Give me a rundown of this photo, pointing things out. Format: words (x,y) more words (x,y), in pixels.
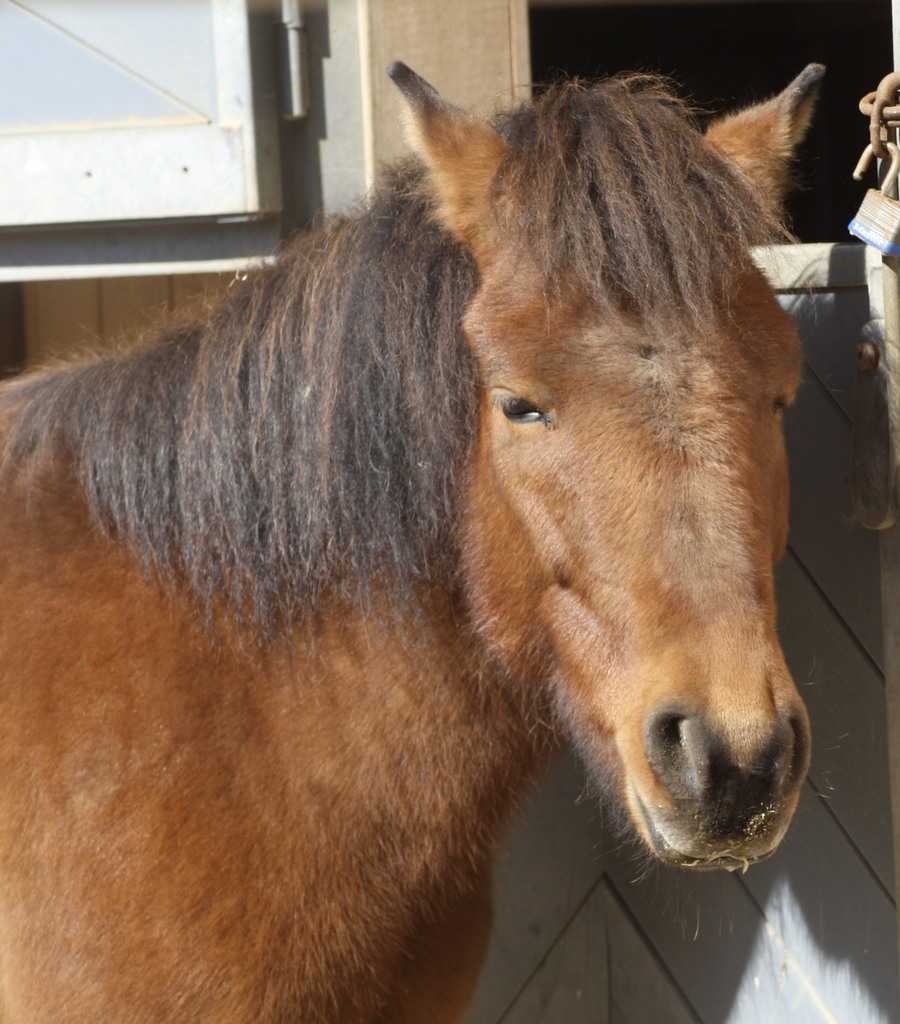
In this picture, we see a brown horse (428,545). It has the black mane (186,466). Beside that, we see a wooden wall (872,629) and a lock (884,199). In the background (844,178), we see a wall (41,275) and a window (218,160). This picture might be clicked in the stable (208,236).
